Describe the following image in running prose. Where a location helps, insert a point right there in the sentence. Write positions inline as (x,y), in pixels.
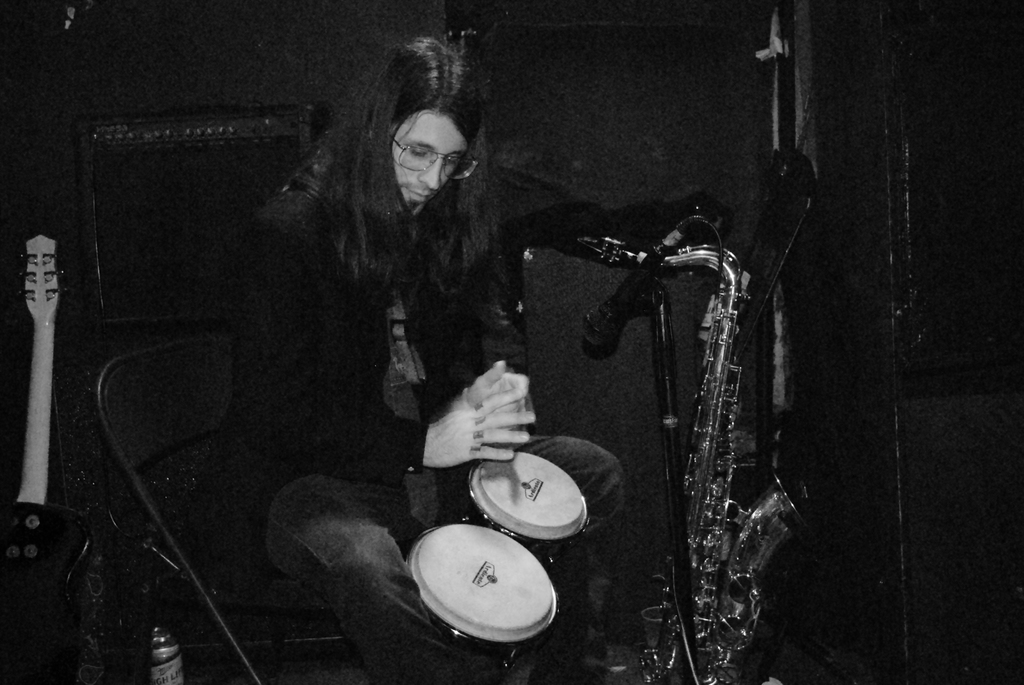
In this picture there is a man (309,352) who is playing drums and also this saxophone (729,401) in front of him.
